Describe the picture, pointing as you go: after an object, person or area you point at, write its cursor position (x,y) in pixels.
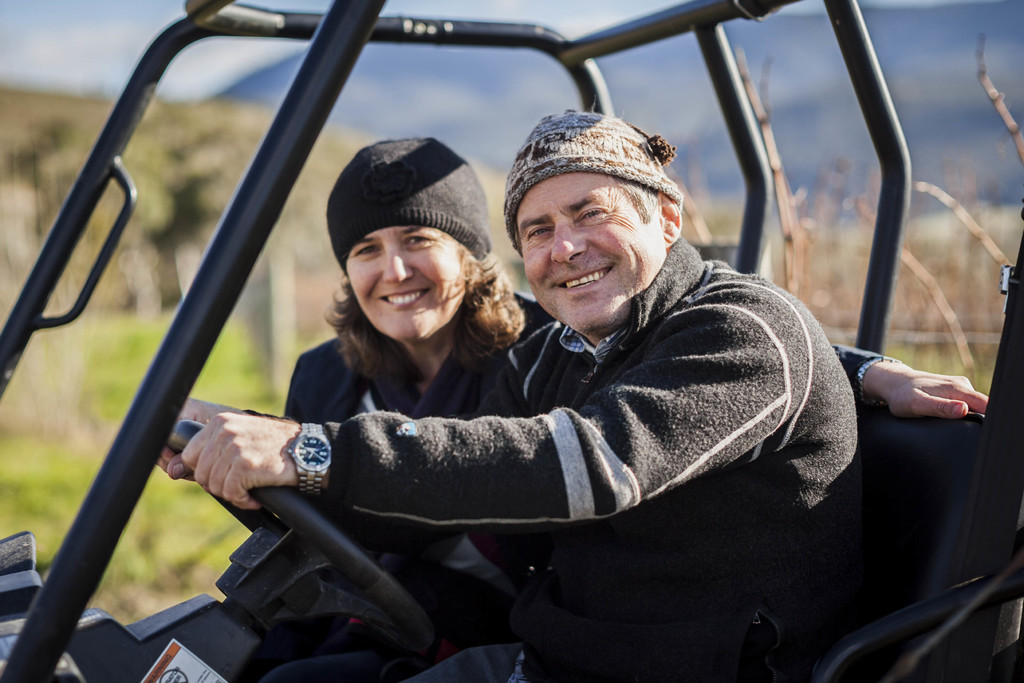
In this image there is a jeep (973,505) in that jeep (960,508) there is man (529,416) and woman (321,366) are sitting, in the background (197,246) it is blurred.
